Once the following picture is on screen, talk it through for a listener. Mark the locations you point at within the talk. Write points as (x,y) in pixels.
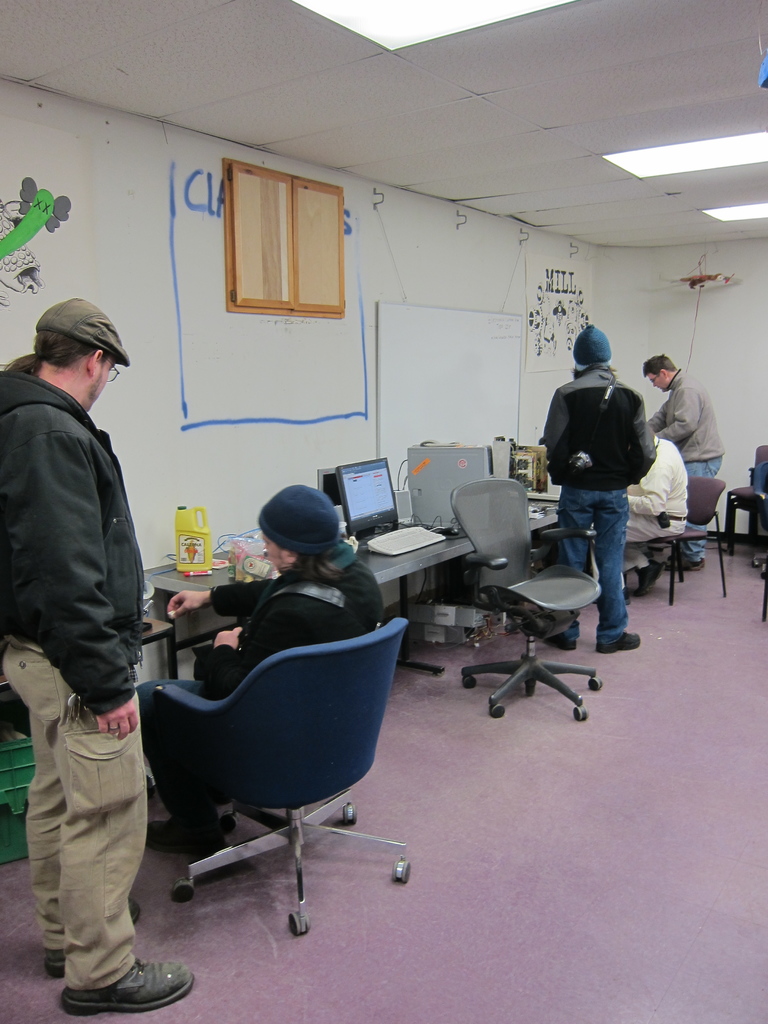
Here we can see a couple of people (170,784) sitting on chairs (378,697) and a group of people (95,583) standing beside them having tables (173,636) in front of them with a computer (369,466) and some other accessories (180,552) present on it, we can see a board (472,427) on the wall (361,381), we can see lights (374,41) present.
